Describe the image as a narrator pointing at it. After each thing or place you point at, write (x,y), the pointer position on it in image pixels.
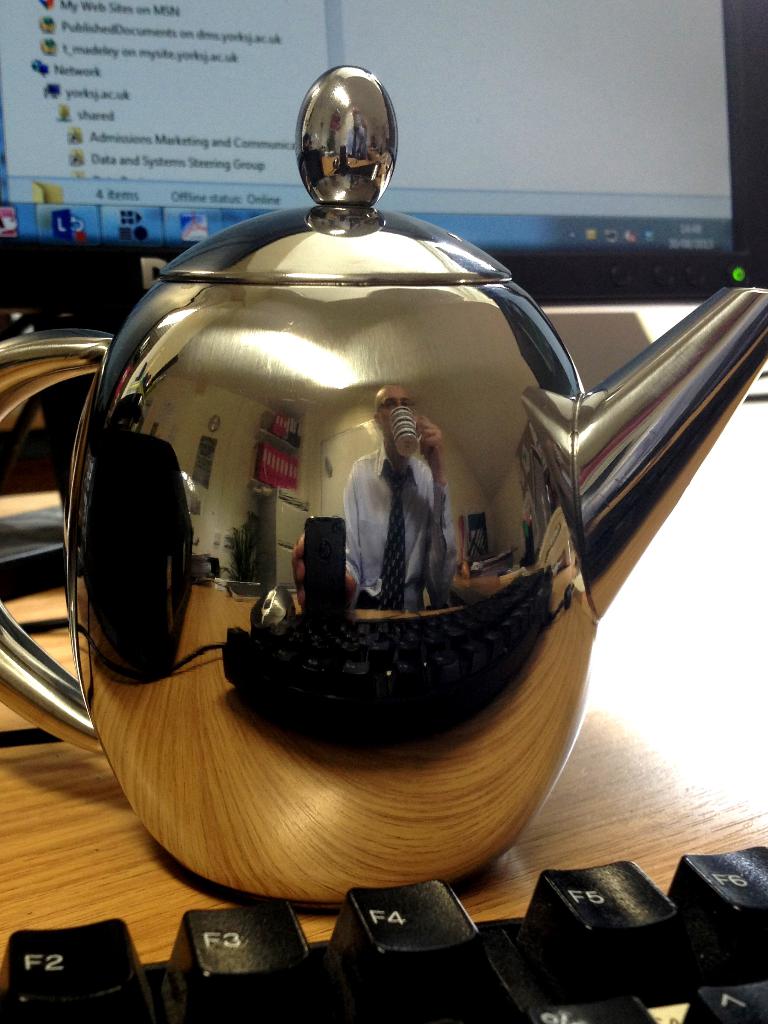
In this picture we can see a kettle (362,652), keyboard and a monitor (522,44) on the table (691,658).
